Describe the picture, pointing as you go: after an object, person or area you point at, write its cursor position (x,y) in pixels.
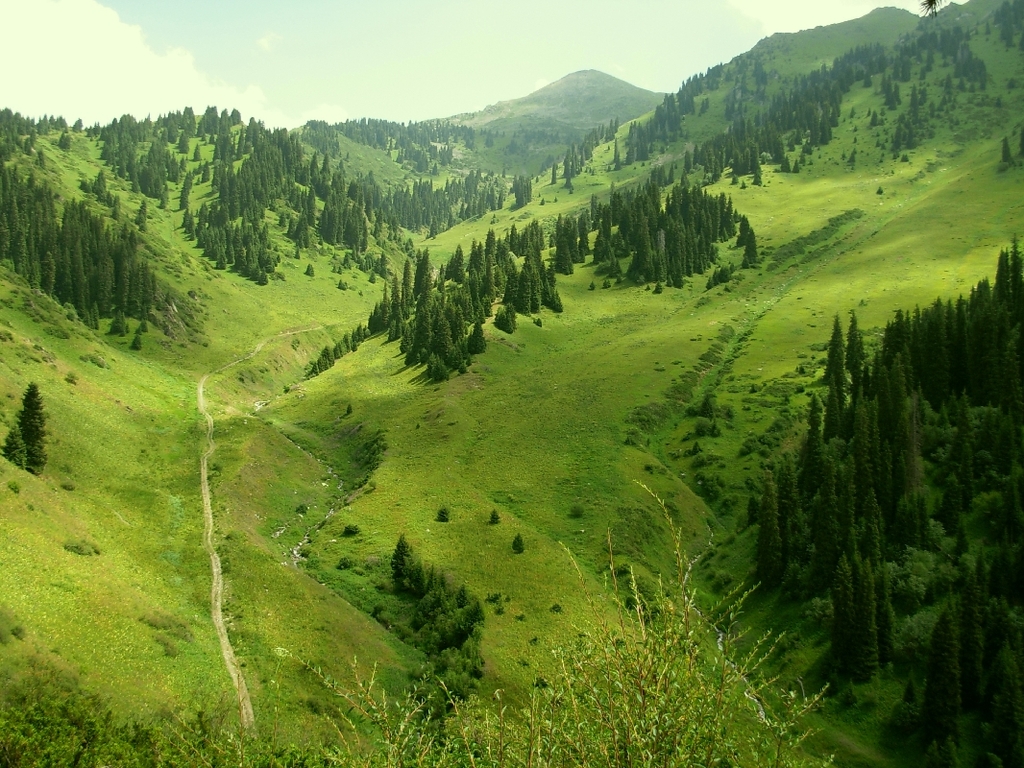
In this image we can see mountains (695,317) full of grass (245,314) and trees (955,468). The sky (348,114) is covered with clouds (83,59).
